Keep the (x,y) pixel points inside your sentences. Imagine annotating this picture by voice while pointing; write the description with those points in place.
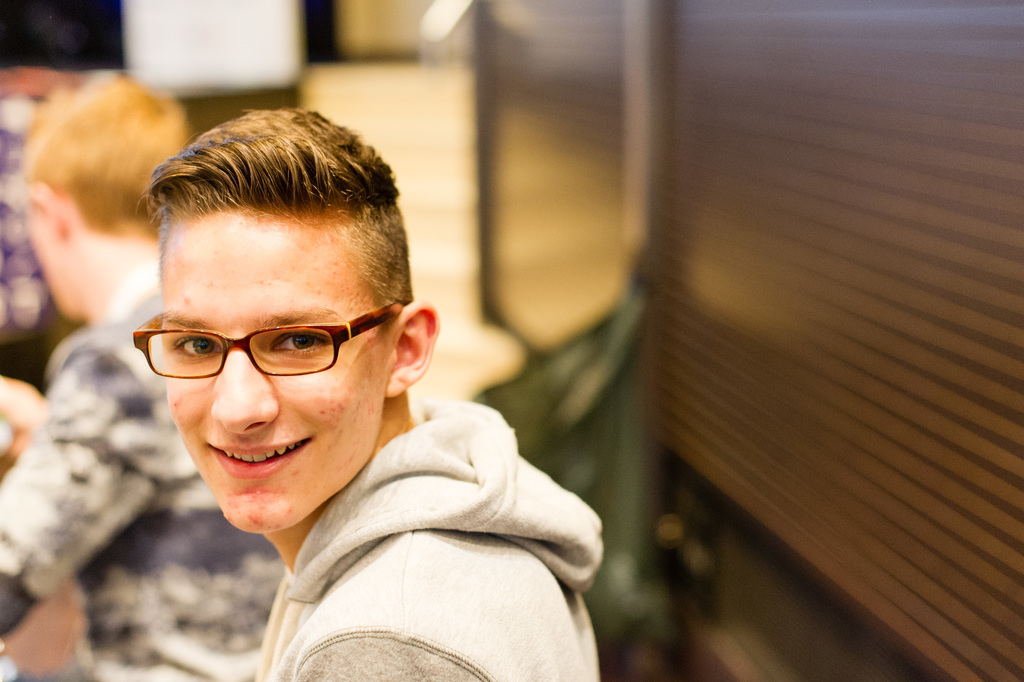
Here I can see a man (277,527) smiling and looking at the picture. On the right side (812,247) there is a shutter (834,382). In the background (112,338) there is a person (111,480) facing towards the back side (92,486). The background (24,331) is blurred.
